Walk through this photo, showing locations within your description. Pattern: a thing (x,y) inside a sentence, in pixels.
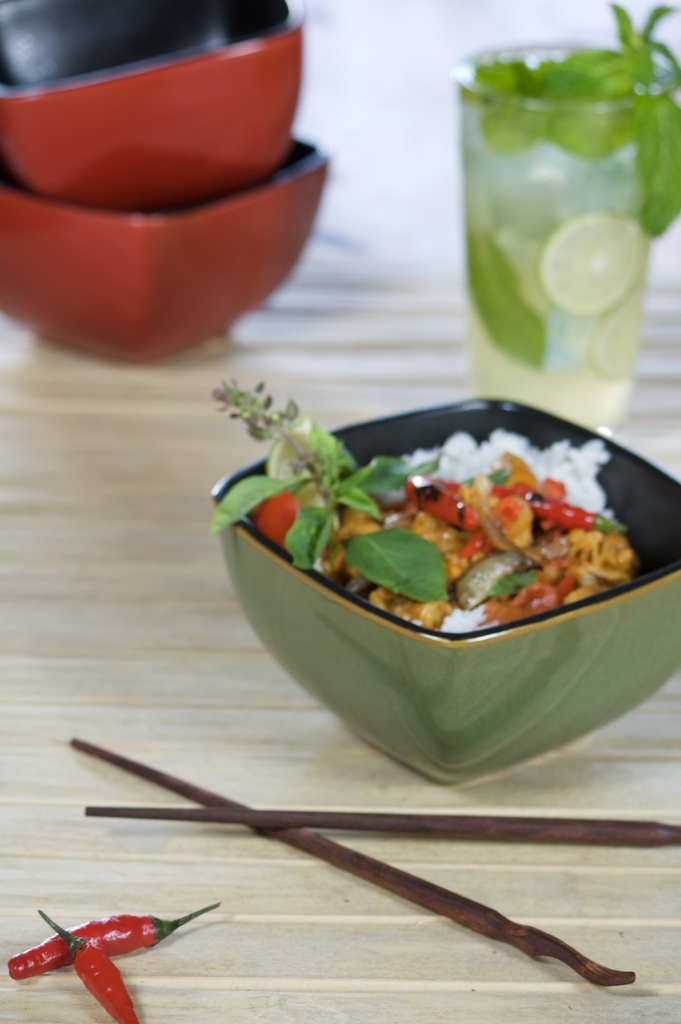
In this picture we can see a table (231,964), there are bowls (158,186), a glass of drink (489,232), chopsticks (331,850) and red chillies (141,921) present on the table (184,849), we can see some food (536,545) in this bowl (399,468).
